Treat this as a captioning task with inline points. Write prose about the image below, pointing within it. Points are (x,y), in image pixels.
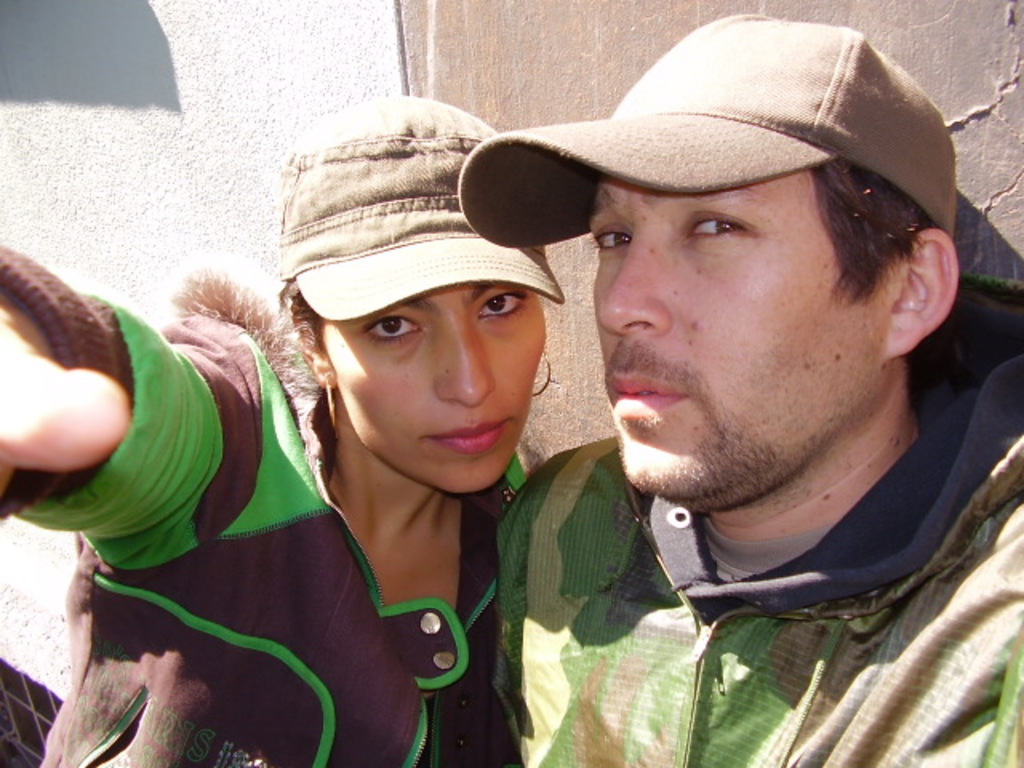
In the picture I can see a woman (233,448) on the left side (223,733) and a man (650,496) on the right side (775,386). I can see the cap (657,144) on their head (646,178). In the background (120,22), I can see the wall (608,59).
